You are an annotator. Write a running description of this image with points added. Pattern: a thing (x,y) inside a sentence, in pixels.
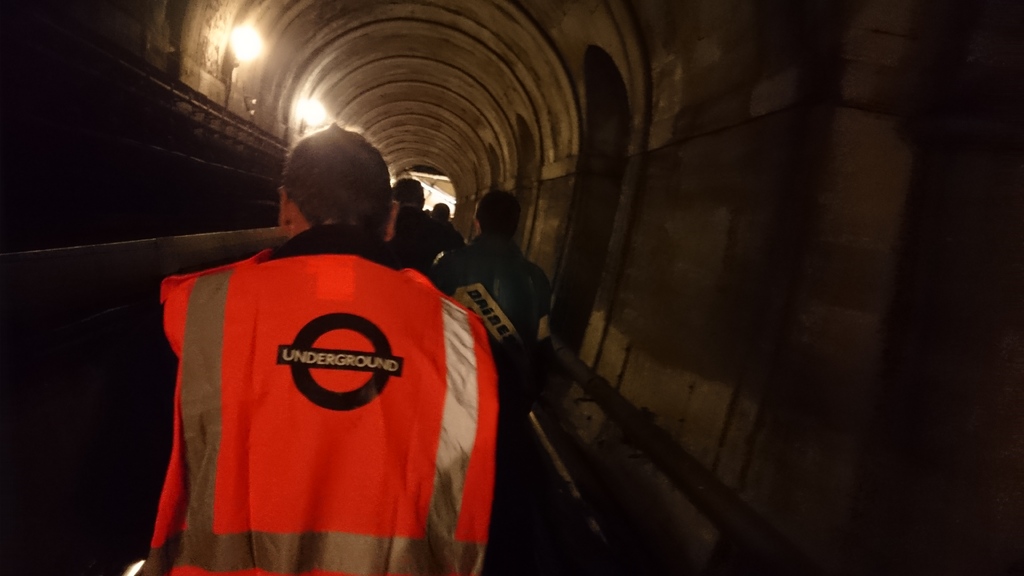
In the image we can see there are people (431,230) wearing clothes (482,358), this is a wall (713,161) and a light (233,47).
